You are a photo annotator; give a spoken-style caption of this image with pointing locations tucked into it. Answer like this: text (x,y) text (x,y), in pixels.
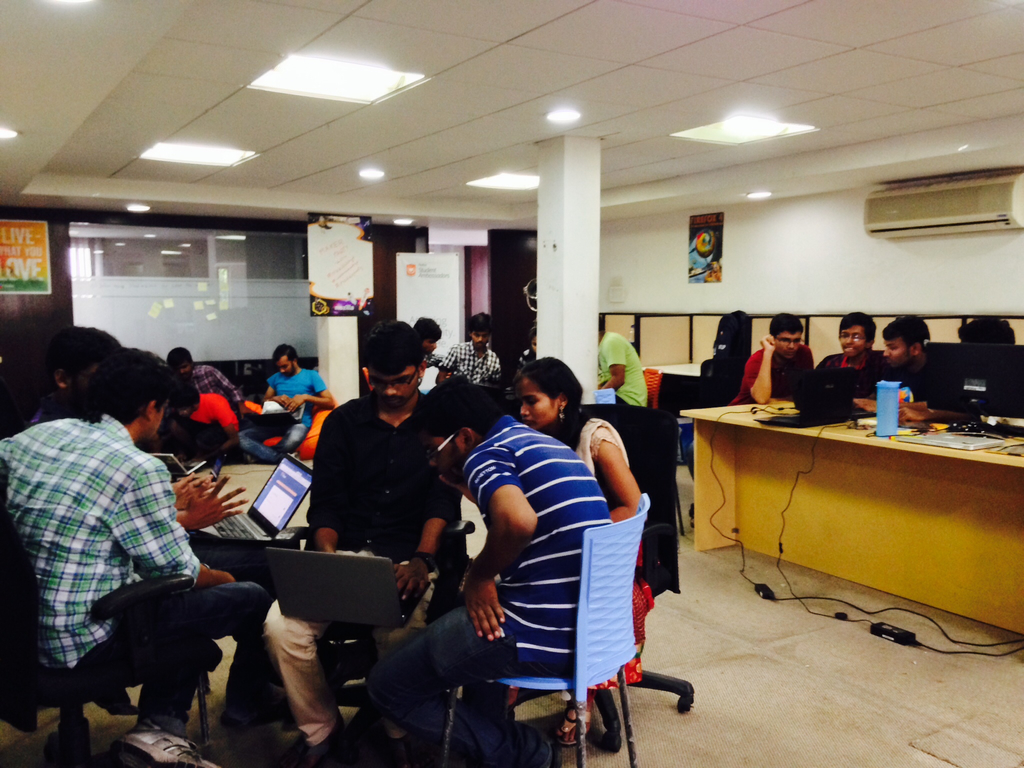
This image is clicked in a room (728,253). There are lights (380,174) on the top (162,149). There are tables (831,534) and chairs (363,652). People (474,580) are sitting on chairs (365,724) with laptops (833,385). On table (803,428) there is water bottle (891,431) and there are laptop (985,441), papers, computers (1003,389). There is AC (954,214) on the right side (937,222). There are so many papers (708,265) pasted on the wall (646,273) in the middle (409,294).
